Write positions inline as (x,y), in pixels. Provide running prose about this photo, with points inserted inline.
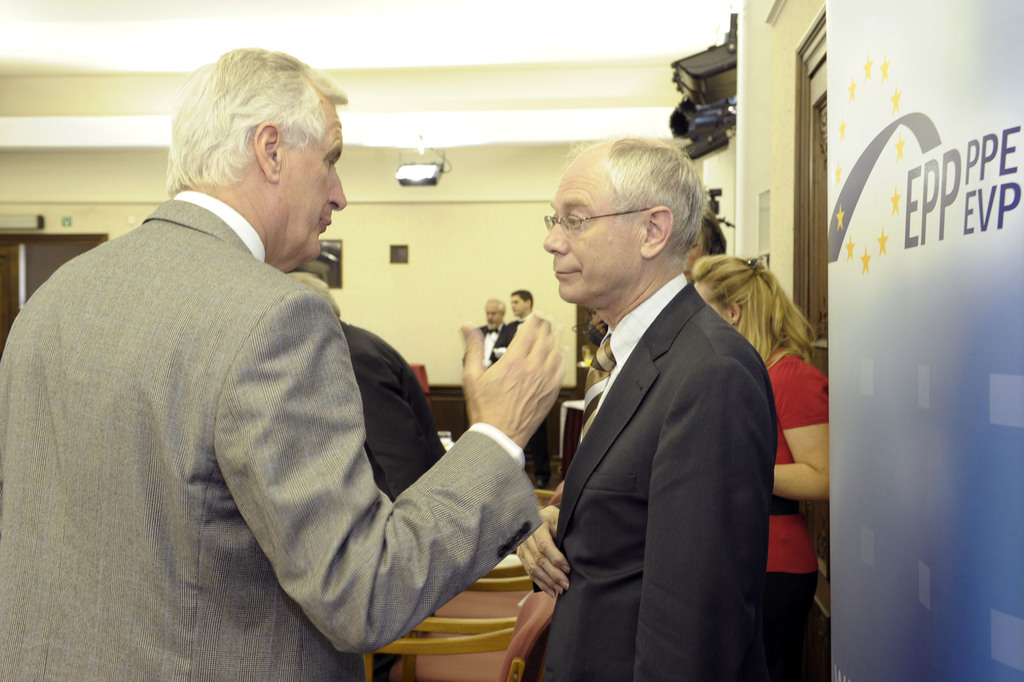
In this image there are some people (751,376), in the foreground (237,500) there is one person (276,355) talking, and on the right side (887,254) there is a board (838,170), door (815,165), wall (733,153) and some objects (692,121). And in the background (437,168) there are some objects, light (433,185), door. At the bottom (477,574) there are chairs (488,669), and there are some lights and wall (379,228).
